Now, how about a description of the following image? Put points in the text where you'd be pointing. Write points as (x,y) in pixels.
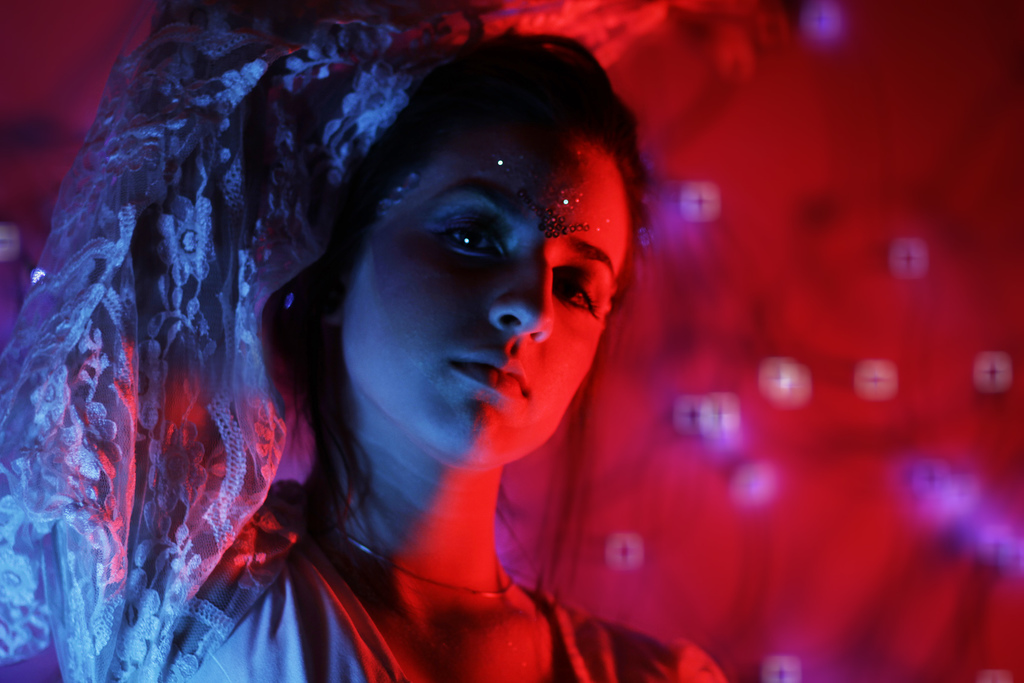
In this image, I can see a woman (391,544) and there is a red background (691,62).
